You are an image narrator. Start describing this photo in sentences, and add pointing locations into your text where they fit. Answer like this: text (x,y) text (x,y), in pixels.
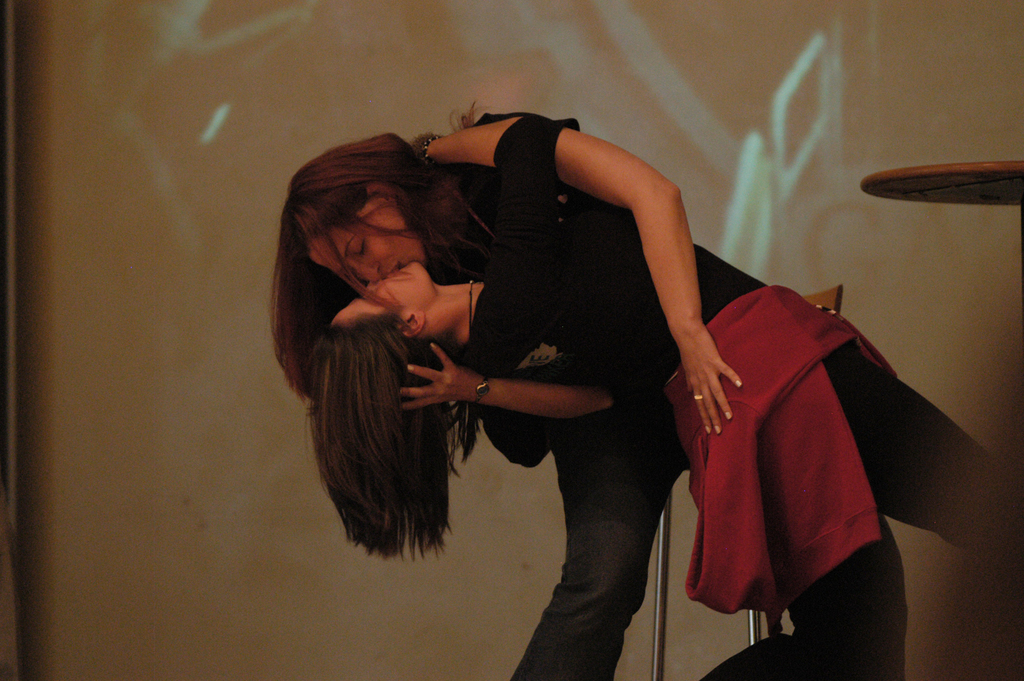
In this image I can see two people (475,381) with black and red color dresses (568,350). To the right (954,192) I can see the table (934,194). In the back (851,245) there is a screen (91,431).
